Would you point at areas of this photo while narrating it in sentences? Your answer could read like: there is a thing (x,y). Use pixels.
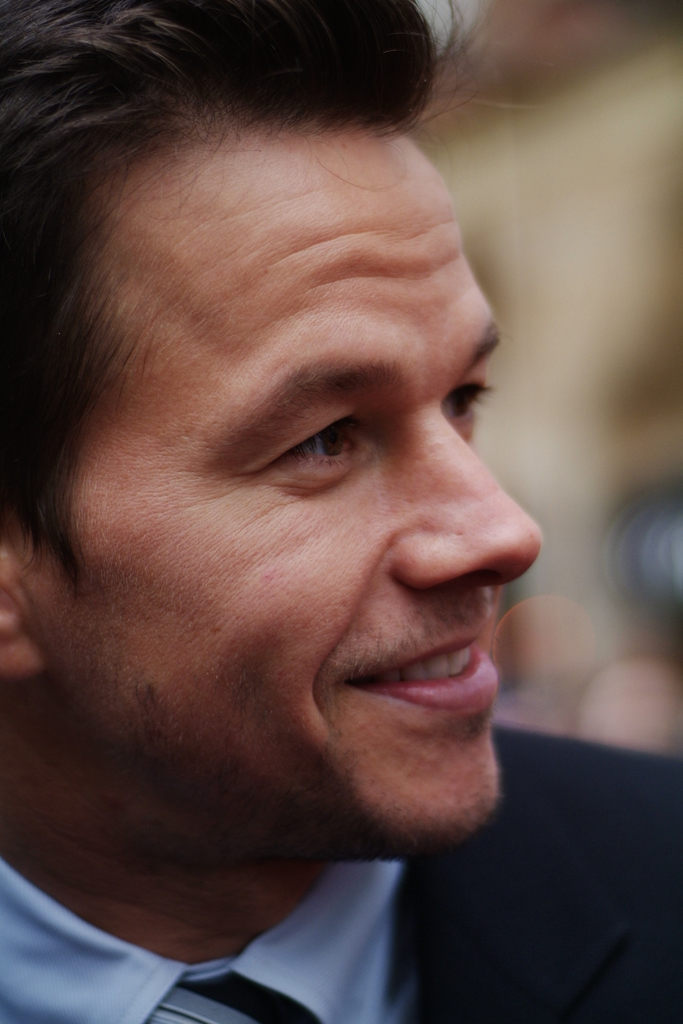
In this image we can see a man (316,695) smiling.
